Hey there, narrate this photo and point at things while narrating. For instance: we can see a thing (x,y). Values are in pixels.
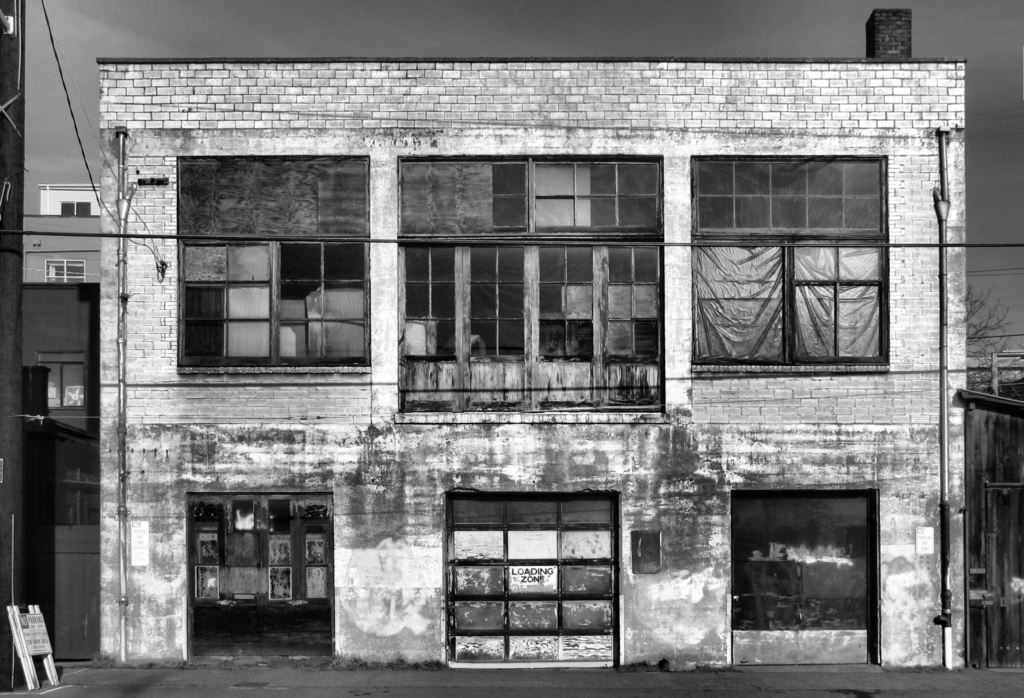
This is a black and white image. In this image there is a building (416,286) with doors (600,511), windows (718,361), pipes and brick wall (479,154). In the background (92,75) there is sky (281,31), buildings (68,218) and tree (972,317).
